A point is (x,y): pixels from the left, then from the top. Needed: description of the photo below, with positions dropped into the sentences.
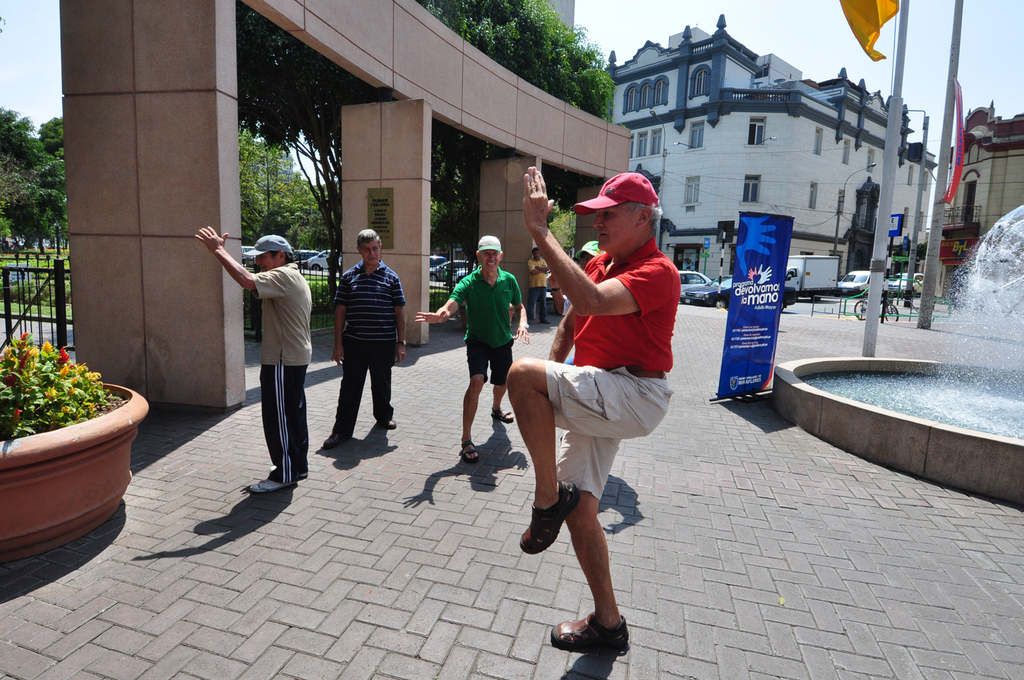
In this picture there are men (653,261) in the center of the image (625,240), they are dancing and there is a fountain (968,258) on the right side of the image (1016,246), there are buildings (640,157) on the right side of the image (688,159), there are trees (264,217) and cars (435,261) on the left side of the image (315,255).
